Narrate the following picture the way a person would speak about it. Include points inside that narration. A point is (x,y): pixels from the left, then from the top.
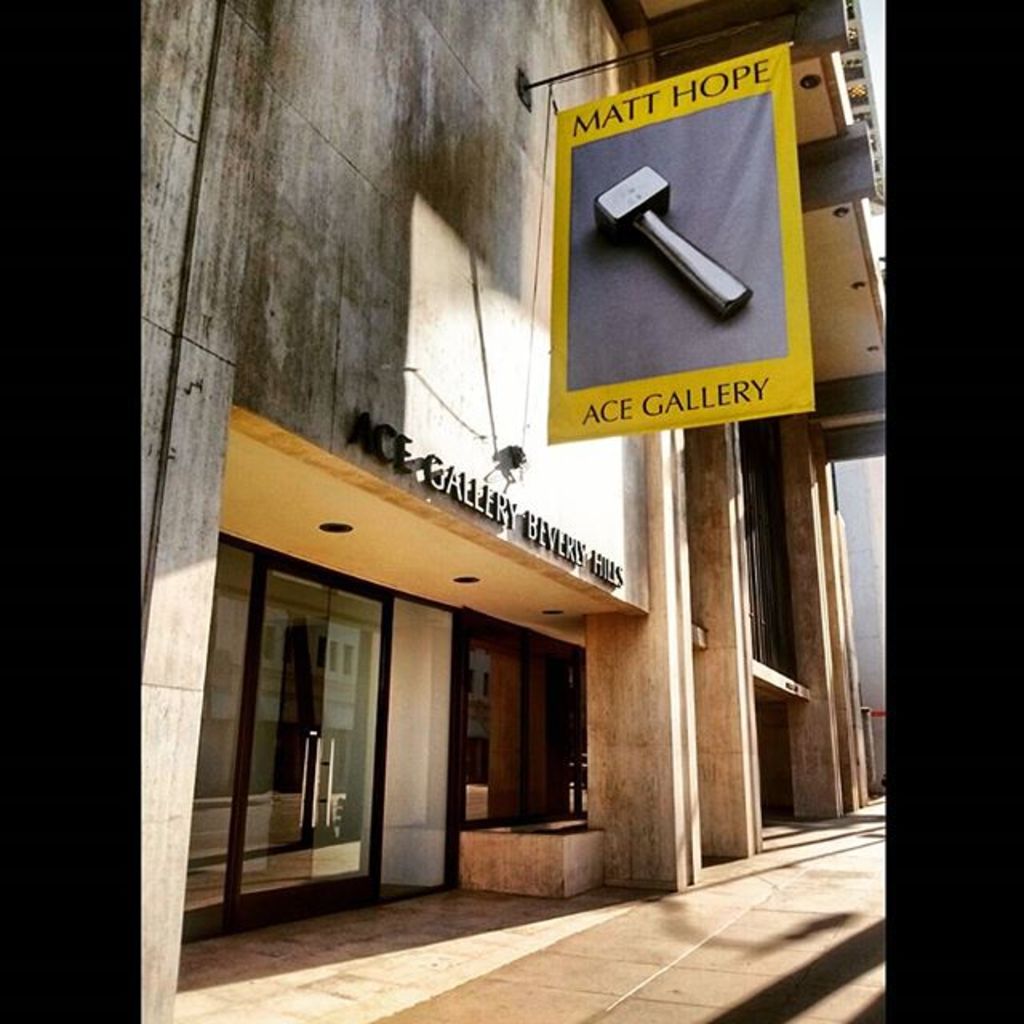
In this image i can see a banner (670,320) on which there is a hammer (641,233) and i can see the glass door (280,744) to the building (334,494). In the background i can see the sky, and i can see the sidewalk (700,931).
